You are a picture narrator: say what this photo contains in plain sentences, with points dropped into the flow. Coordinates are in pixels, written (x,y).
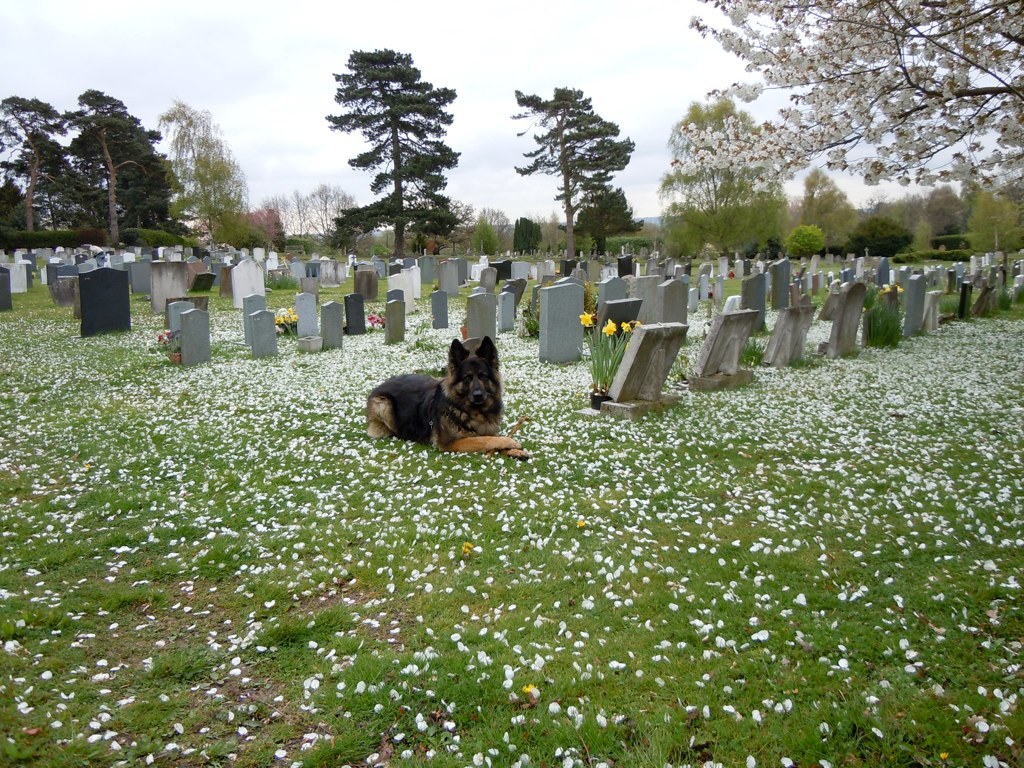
In this picture we can see graves (110,289), at the bottom (688,649) there is grass (599,644) and petals (851,503) of flowers (830,519), there is a dog (501,442) in the middle (480,418), in the background (111,175) there are some trees (745,189) and plants (879,247), we can see the sky (529,57) at the top of the picture (529,57).
